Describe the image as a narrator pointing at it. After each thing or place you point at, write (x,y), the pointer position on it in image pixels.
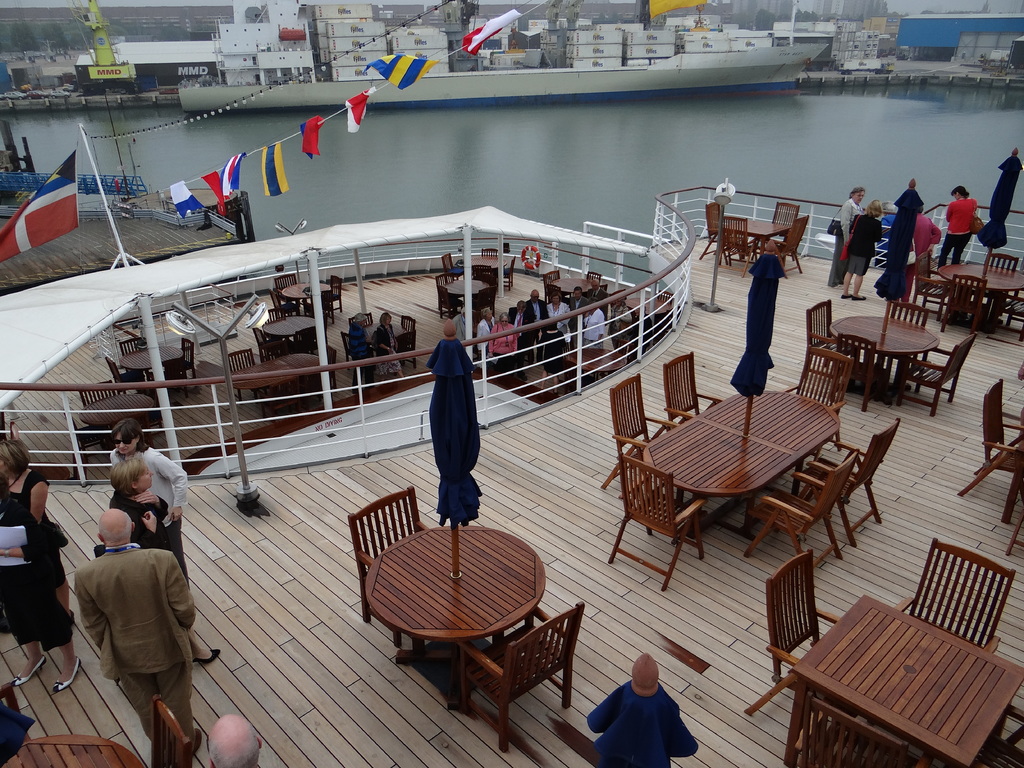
This is the picture of a outdoor near the sea (489,165) and there are the so many wooden tables (758,474) and chairs (802,495) on the top of the table (761,435) there is blue color umbrella (762,332) and there are the flags (181,208) which are hanging to the rope (457,51) and this are the water (608,127) on the water (500,123) there is boat (652,59) white color boat (691,51) and the people (130,564) are stand on the wooden path (313,579).
